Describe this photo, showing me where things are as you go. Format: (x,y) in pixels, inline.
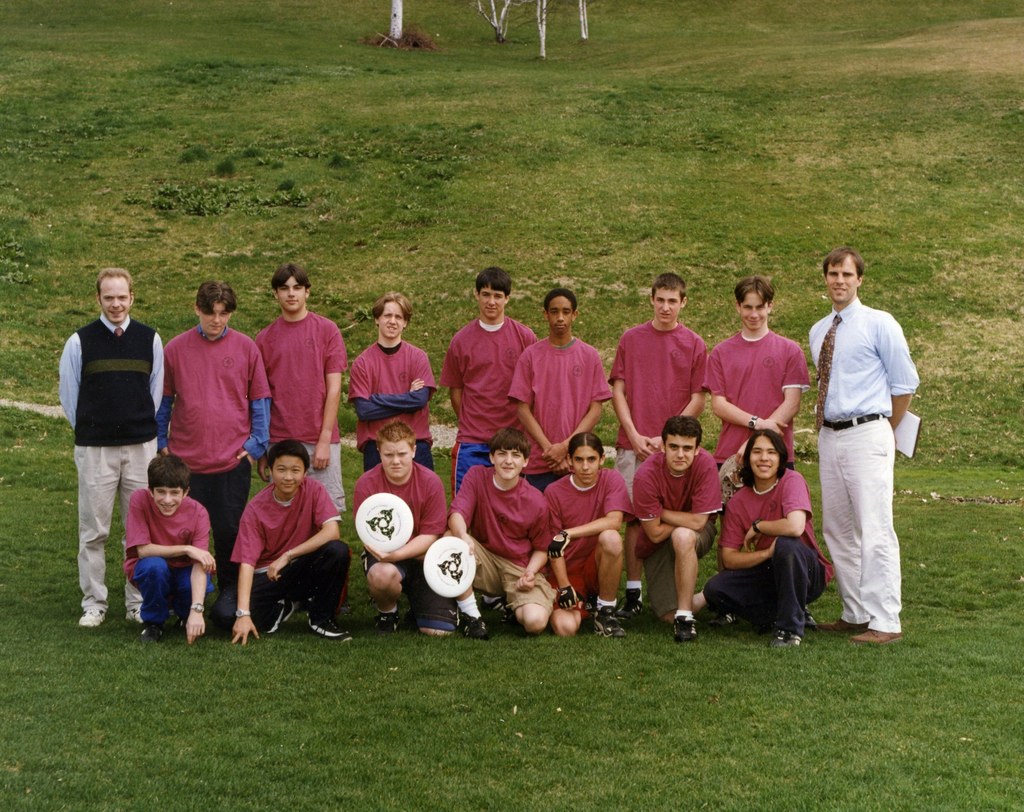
In this image we can see a few people (466,430), two of them are holding objects (443,571), another person (871,459) is holding papers (903,449), there are plants (583,31), and the grass (472,76).
